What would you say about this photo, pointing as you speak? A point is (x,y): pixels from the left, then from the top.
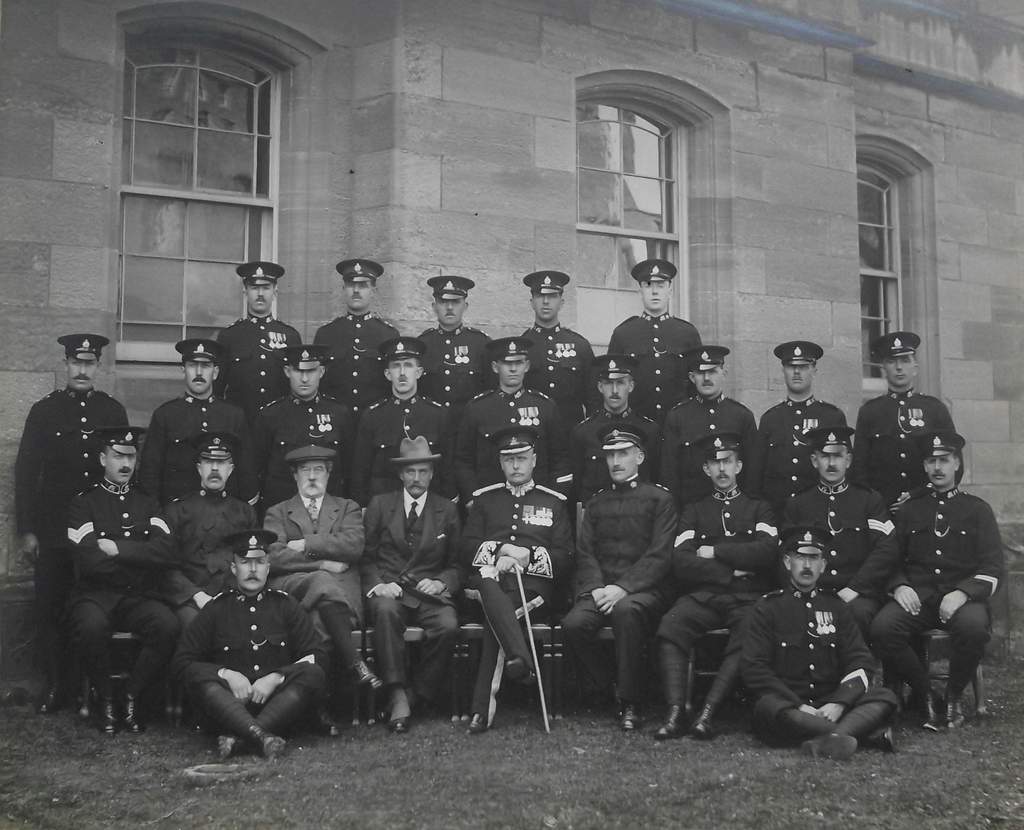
In this picture, we can see a few people (595,474) in a dress code (556,472), sitting on the ground (123,742), and we can see the ground (150,751) with grass (150,751), and the wall (547,245) with glass windows (207,202).
